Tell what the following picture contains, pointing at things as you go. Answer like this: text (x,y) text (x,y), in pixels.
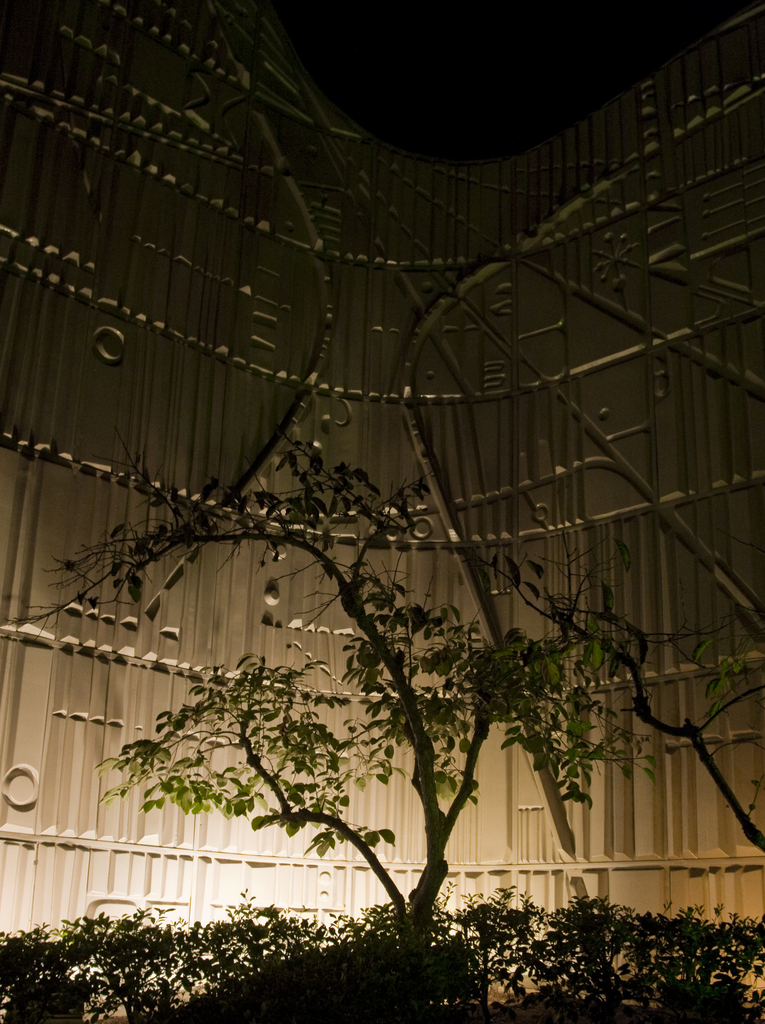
In the picture we can see some plants (447,968) and a tree (375,673) and behind it, we can see a building wall (460,823).
